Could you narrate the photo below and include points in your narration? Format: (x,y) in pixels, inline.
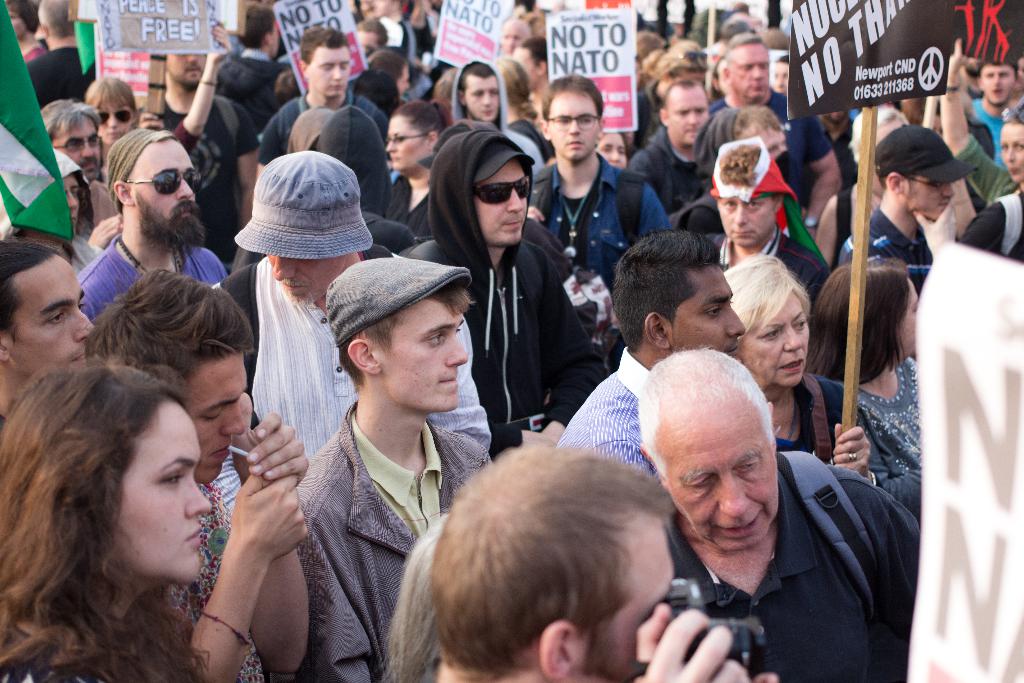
In this image in the middle (416,364) there is a man (404,460), he wears a jacket (372,537), t shirt (404,479), cap (359,323). On the left (143,515) there is a woman (129,550), her hair (133,403) is long and there is a man (215,468), he wears a shirt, he is smoking. On the right (879,430) there is a woman (811,396), she wears a t shirt (829,405), she is holding a stick (844,424) and a poster (825,81). In the middle (560,313) there are many people (664,307), posters (562,64), flags (18,154).
